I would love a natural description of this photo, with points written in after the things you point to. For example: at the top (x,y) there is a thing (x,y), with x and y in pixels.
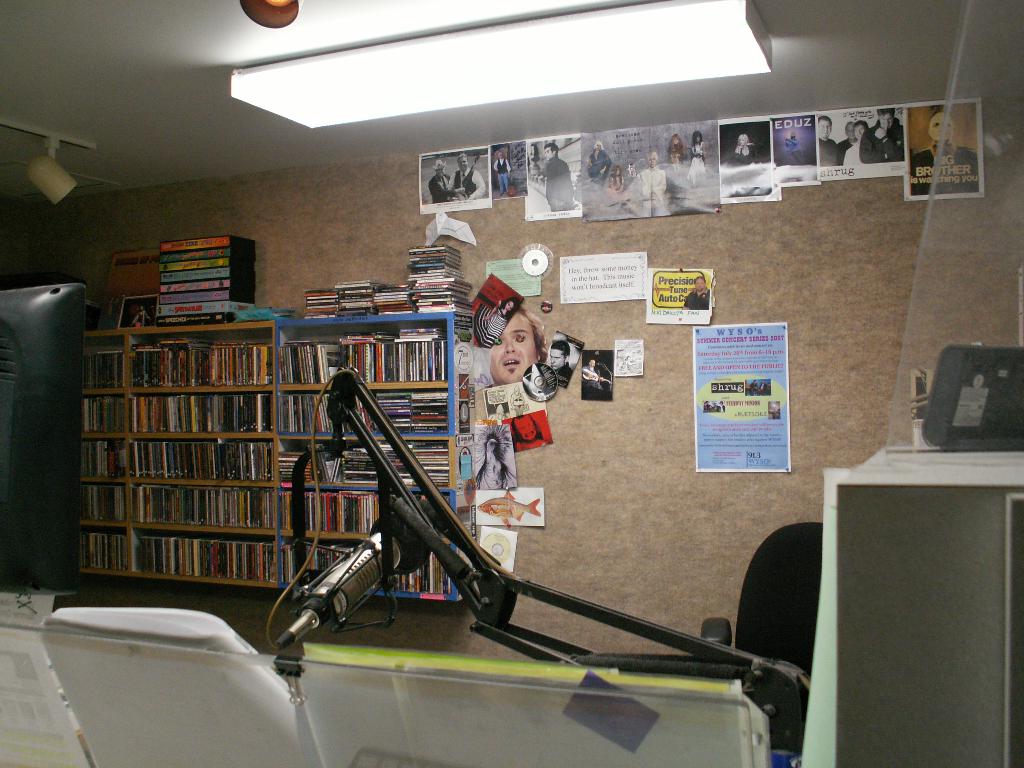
This is the picture of a room (315,548). In the foreground (326,678) there are books (128,691) on the glass (325,684). At the back (250,362) there are books (262,547) in the shelf (323,377) and there are books (291,569) and objects (104,310) on the shelf (441,325) and there are posters (477,192) on the wall (745,315). On the right side of the image (999,383) there is a chair (784,528) and there are objects (938,413) on the table (879,460). At the top (499,105) there are lights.
